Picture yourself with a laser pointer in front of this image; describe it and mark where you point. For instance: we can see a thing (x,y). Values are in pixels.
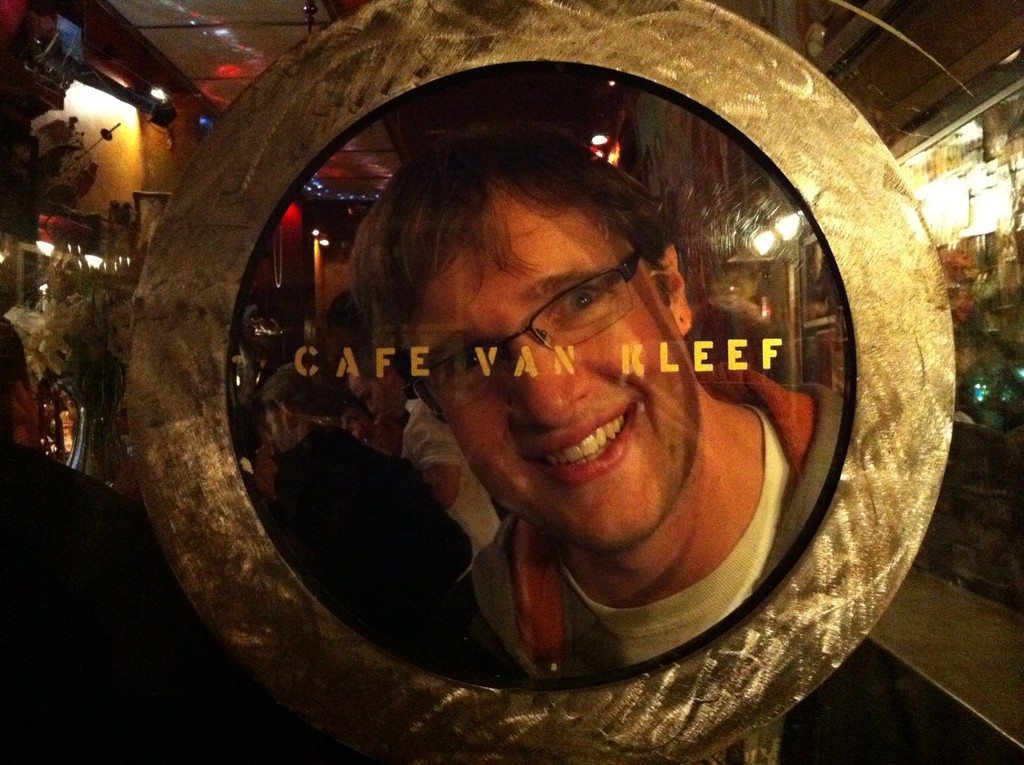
This is the picture of inner view of a room (866,727) which looks like a cafe (331,267) and there are some people (315,504). We can see an object (857,645) with text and there is a reflection (484,427) of a person (553,341) on the object (589,658). we can see objects (98,444) like flower vase (77,340) and some other things (52,176) in the background (114,439).
